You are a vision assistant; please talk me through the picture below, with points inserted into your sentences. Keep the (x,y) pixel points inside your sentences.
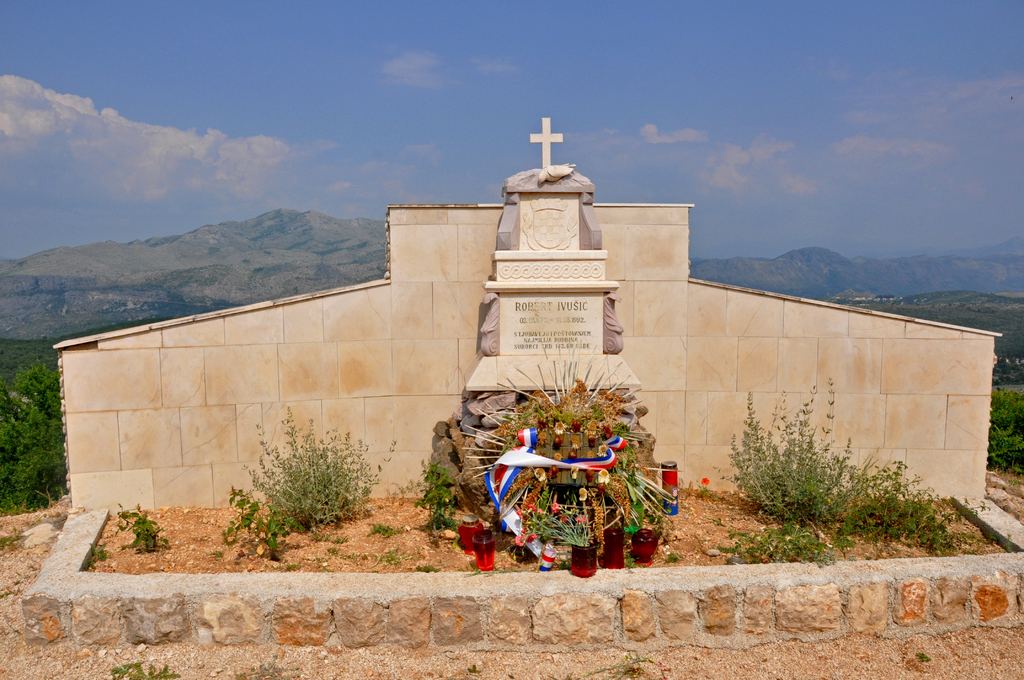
In the image there is a cemetery (542,381) with plants (834,458) on either side of it, in front of a wall (689,415) and behind there are hills (288,257) and above its sky (155,142) with clouds (155,152).
